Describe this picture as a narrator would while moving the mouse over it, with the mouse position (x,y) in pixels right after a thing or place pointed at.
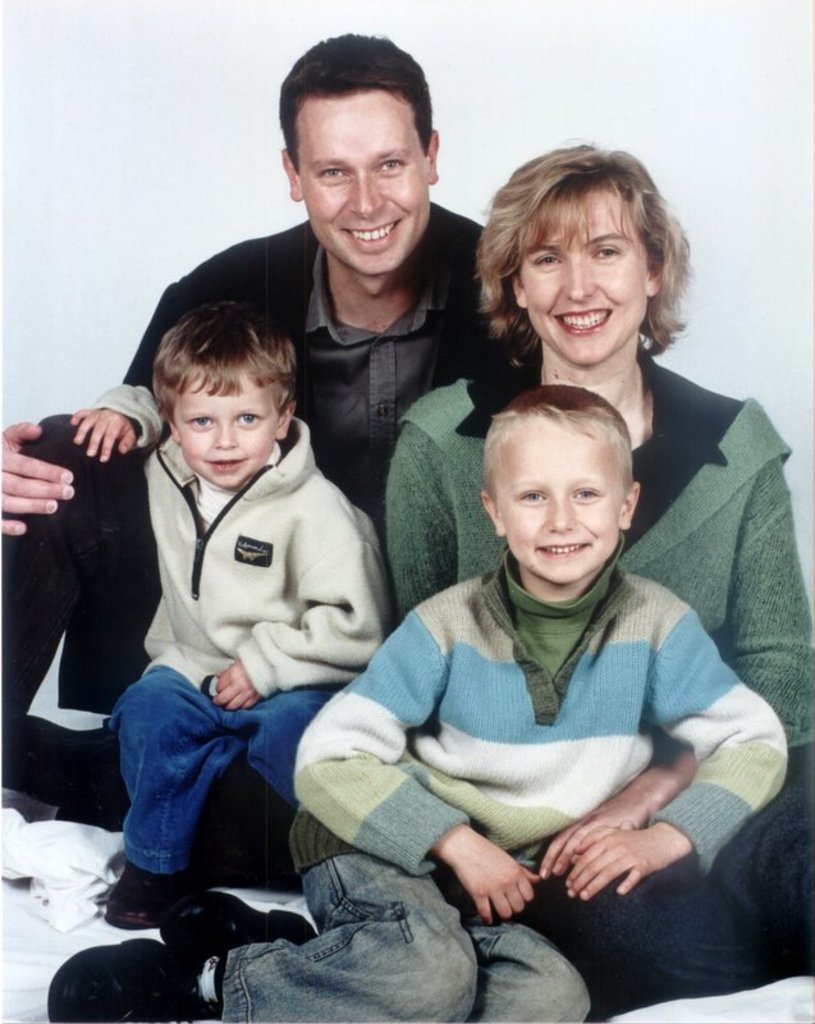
In this picture I can see 2 boys (273,420), a man (328,367) and a woman (574,317) in front (240,288) and I see that they're sitting. I can also see that all of them are smiling. I see that it is white color in the background (784,307).
